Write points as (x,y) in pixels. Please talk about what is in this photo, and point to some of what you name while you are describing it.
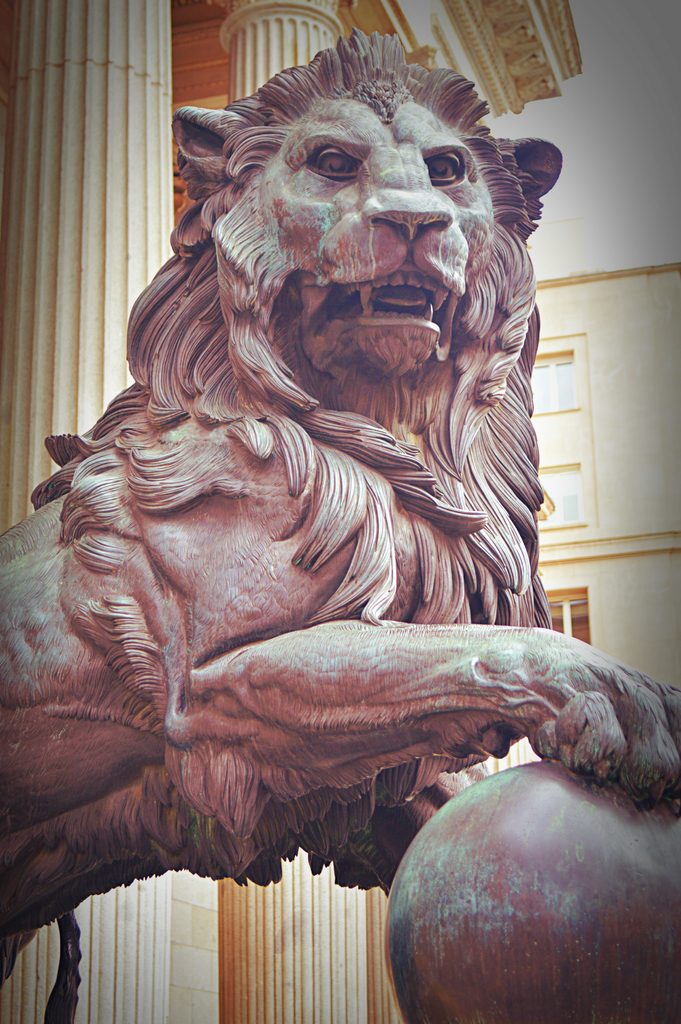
In this image, I can see the sculpture of a lion (356,764). In the background (155,212), that looks like a building (561,475) with the pillars (253,962) and windows (551,376).
